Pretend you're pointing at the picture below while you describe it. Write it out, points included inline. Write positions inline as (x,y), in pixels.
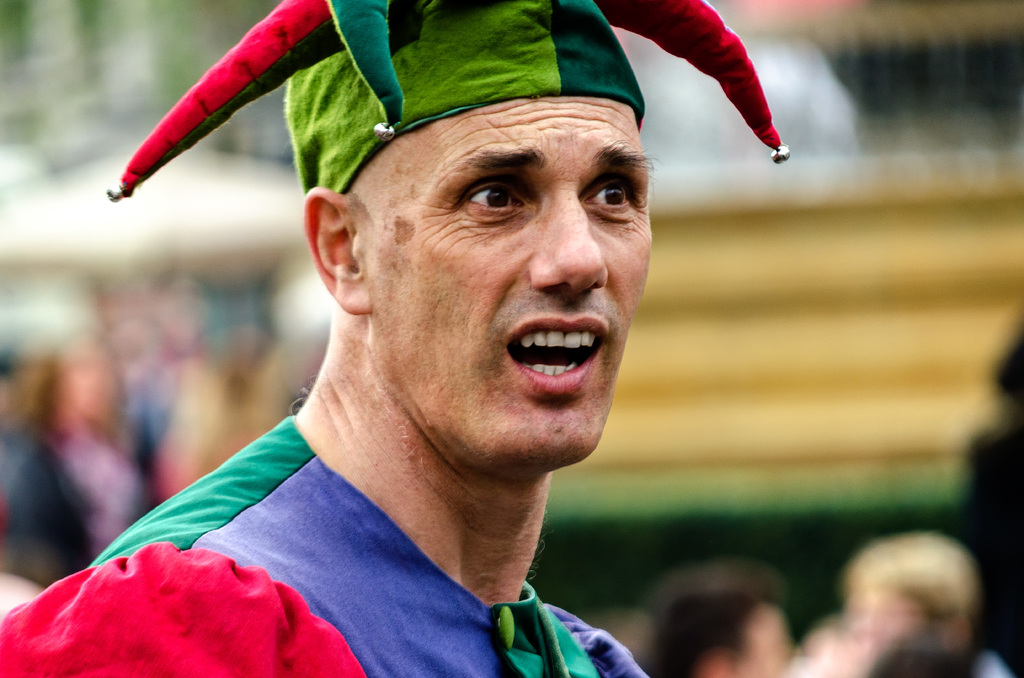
There is a person (314,506) wearing a cap (524,73) and a dress (356,554) which is in different colors and speaking. And the background (799,657) is blurred.
